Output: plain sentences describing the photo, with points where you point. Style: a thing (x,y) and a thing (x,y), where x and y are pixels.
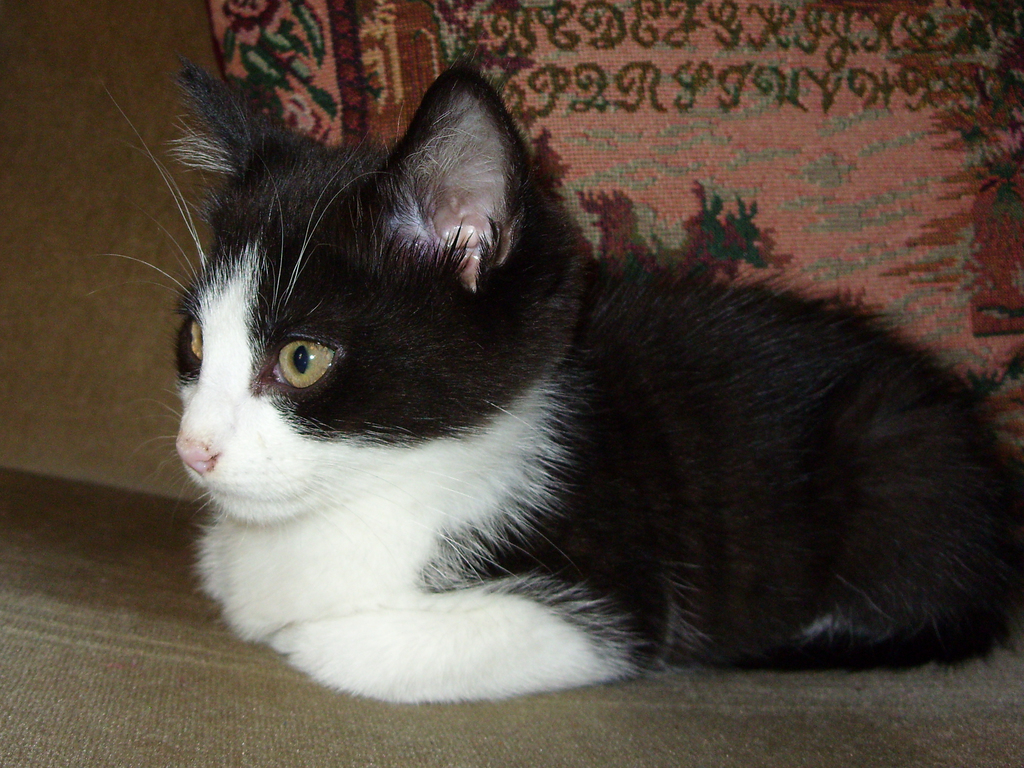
In this image there is one black and white color cat (416,455) as we can see in middle of this image (422,386), and there is a pillow (567,96) on the top of this image (665,130).
